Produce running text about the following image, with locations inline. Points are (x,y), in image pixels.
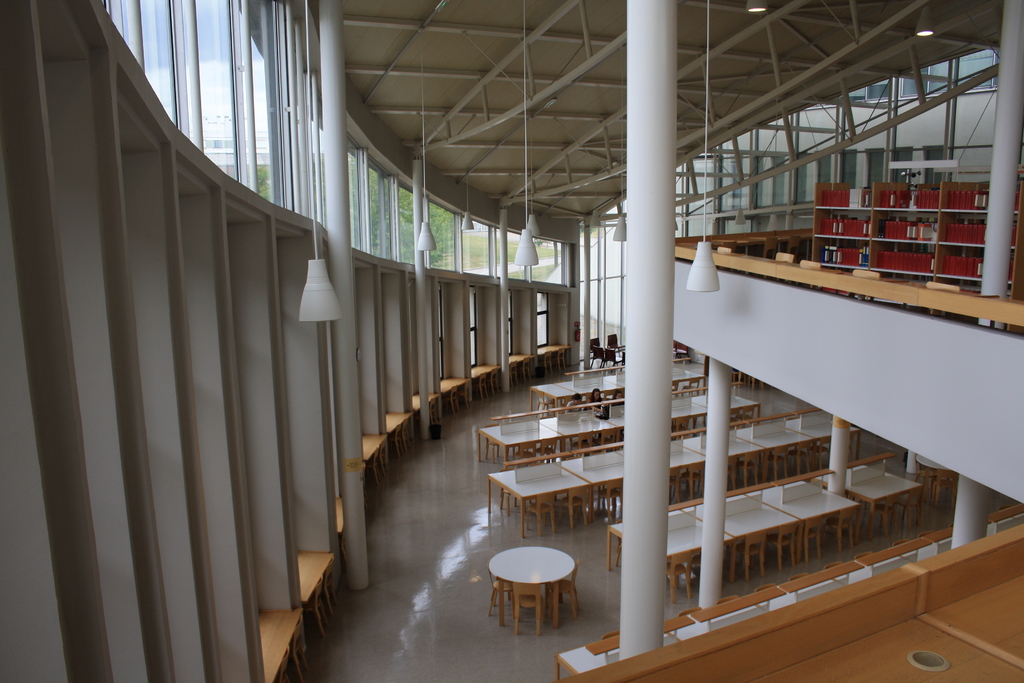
This is an inside view. There are many tables (788,522) and chairs (687,582) on the floor (485,581). Here I can see many pillars (348,304) and lamps (528,240) which are hanging. At the top (262,131) there is a glass (159,9) through which we can see outside view. On the right side (879,220) there are some racks (906,214) in which few objects (828,227) are placed.
